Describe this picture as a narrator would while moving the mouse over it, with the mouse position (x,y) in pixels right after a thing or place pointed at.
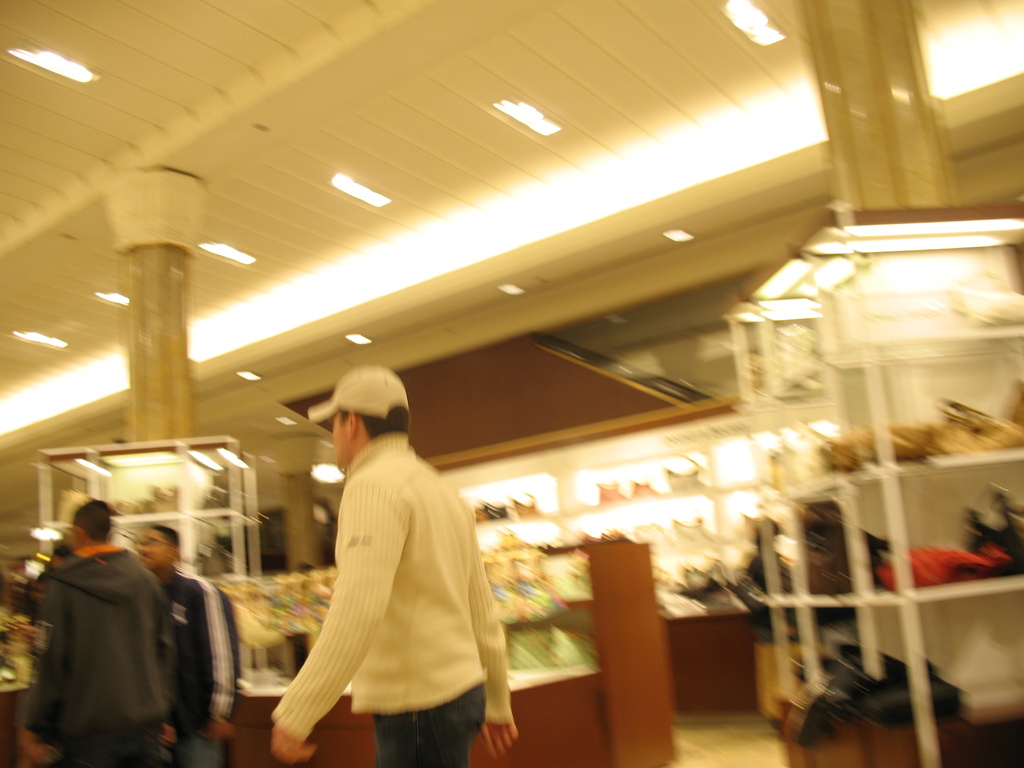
In this image we can see some persons (213,665) walking on the floor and at the background of the image (644,496) we can see some shops (644,496), lights (75,386) and roof (348,112).
